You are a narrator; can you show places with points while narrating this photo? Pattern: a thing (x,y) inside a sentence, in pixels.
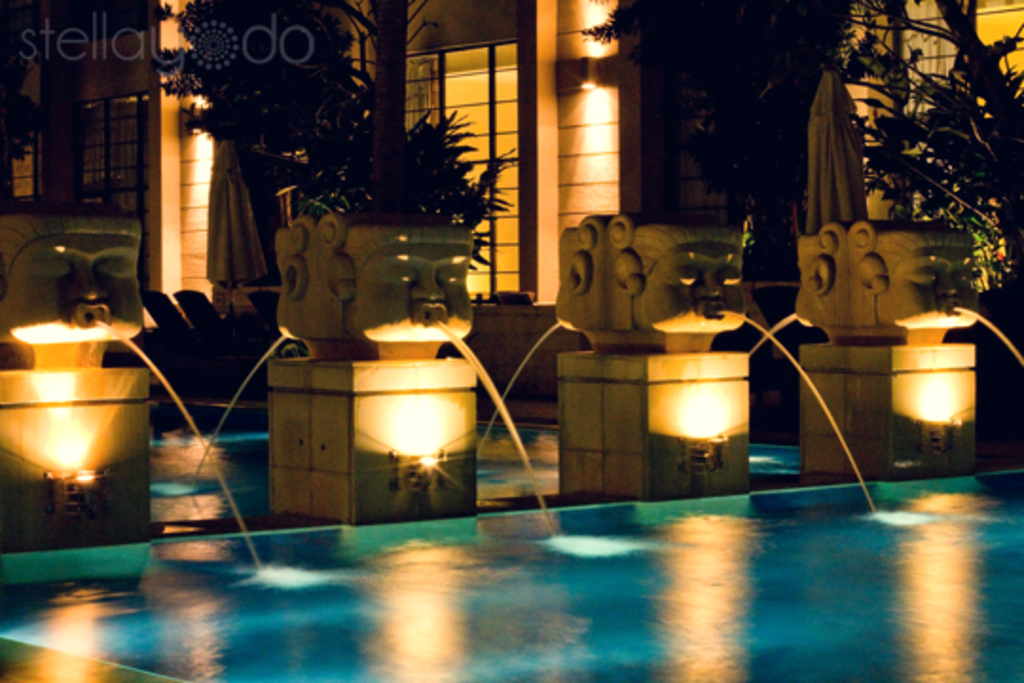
In this image in the center (438,335) there are some sculptures (925,317), and at the bottom (558,607) there is a swimming pool (696,568) and there are some plants (401,182), house (580,130), windows (103,133) and some curtains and lights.
